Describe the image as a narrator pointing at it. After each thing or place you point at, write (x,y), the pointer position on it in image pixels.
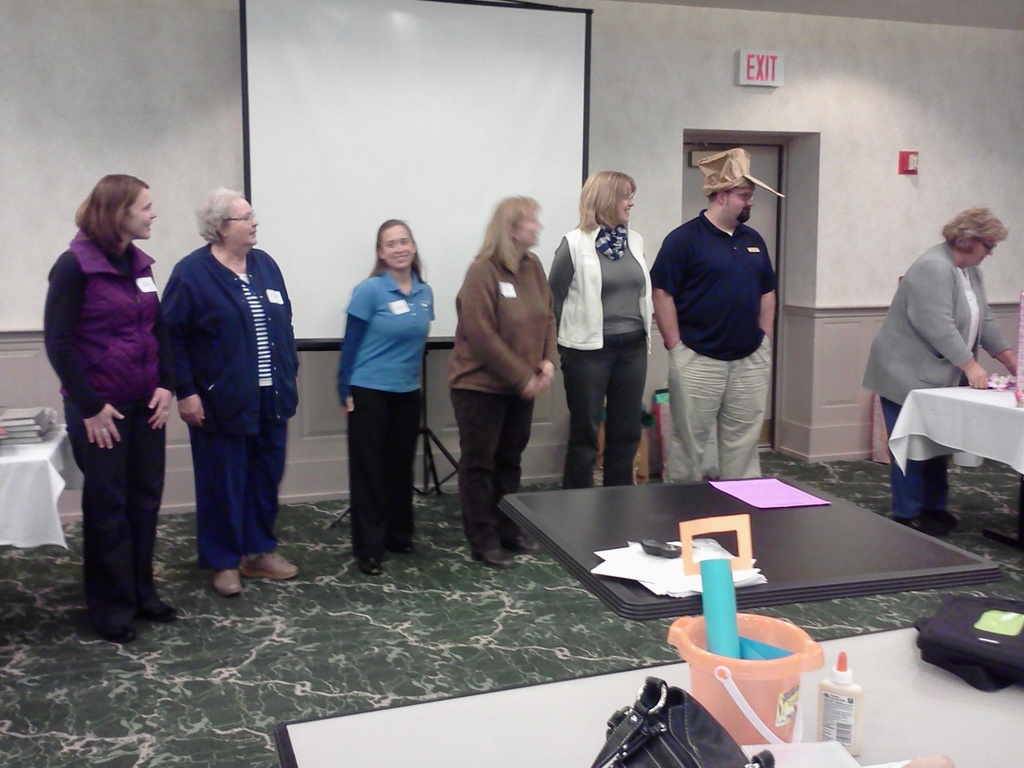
In the foreground of this picture (737,758), there are bucket (733,680), bag (689,723), paper (824,746), bottle (823,689) and an another bag (959,661) on a table (923,708). In the background (921,534), there are tables (755,519), persons (543,357) standing on the floor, screen (454,103), wall (714,44) and a door (770,145).
